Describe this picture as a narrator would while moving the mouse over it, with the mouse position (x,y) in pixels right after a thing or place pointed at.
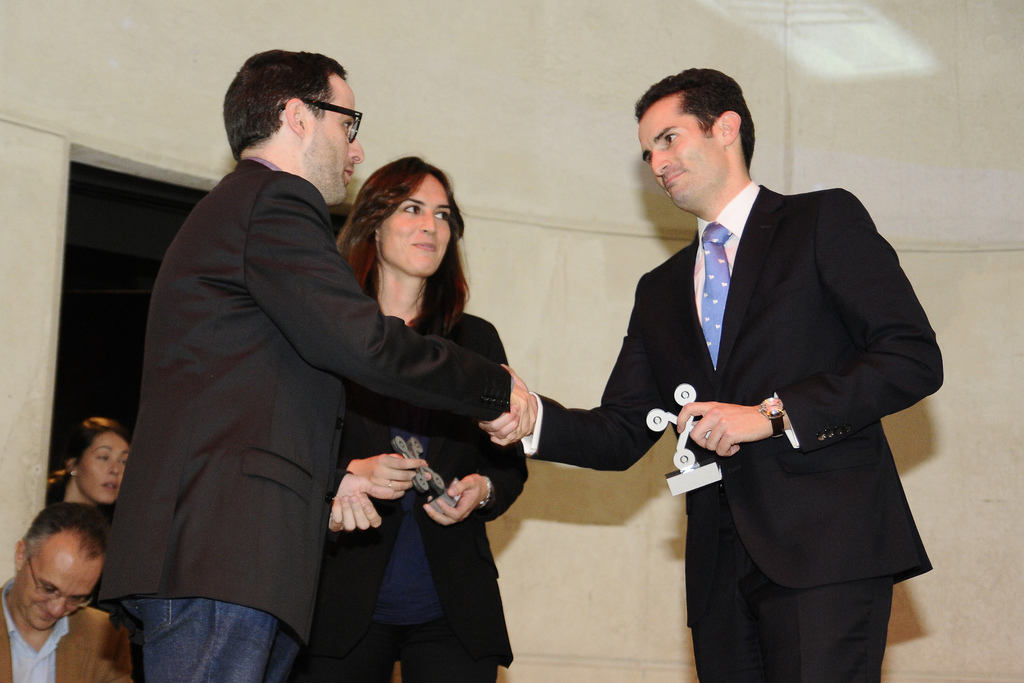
In the middle of the image (408,430) few people (215,215) are standing, smiling and holding something in their hands (371,494). Behind them there is wall (11,497). In the bottom left corner of the image (42,652) few people (115,458) are sitting.
